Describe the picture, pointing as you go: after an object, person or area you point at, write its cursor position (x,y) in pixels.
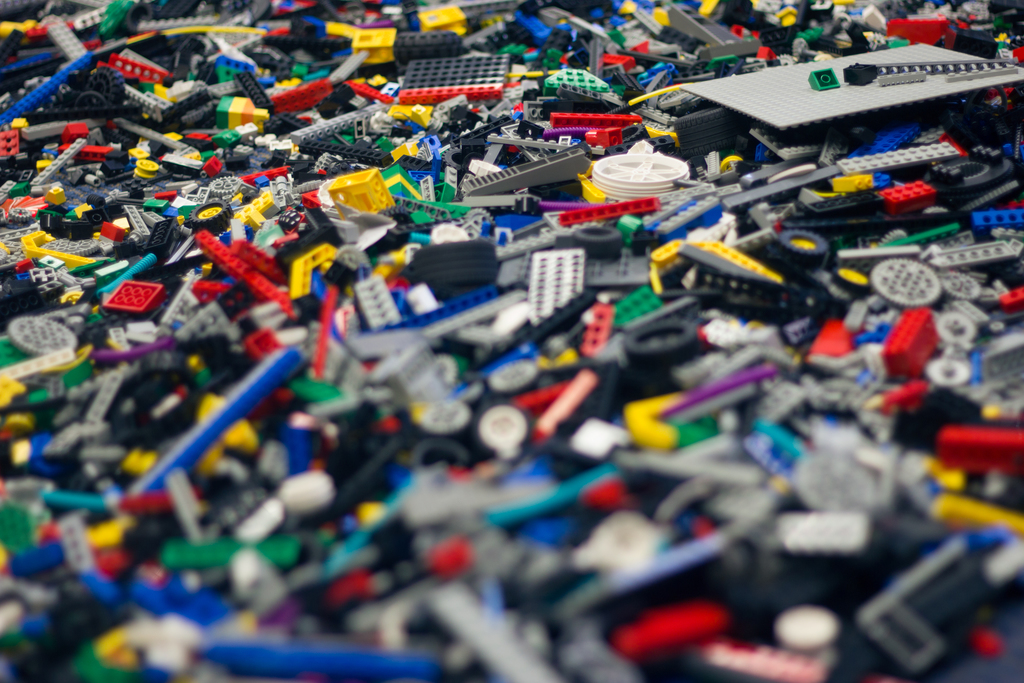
In this picture we can see building blocks (233,126) in different colors.
